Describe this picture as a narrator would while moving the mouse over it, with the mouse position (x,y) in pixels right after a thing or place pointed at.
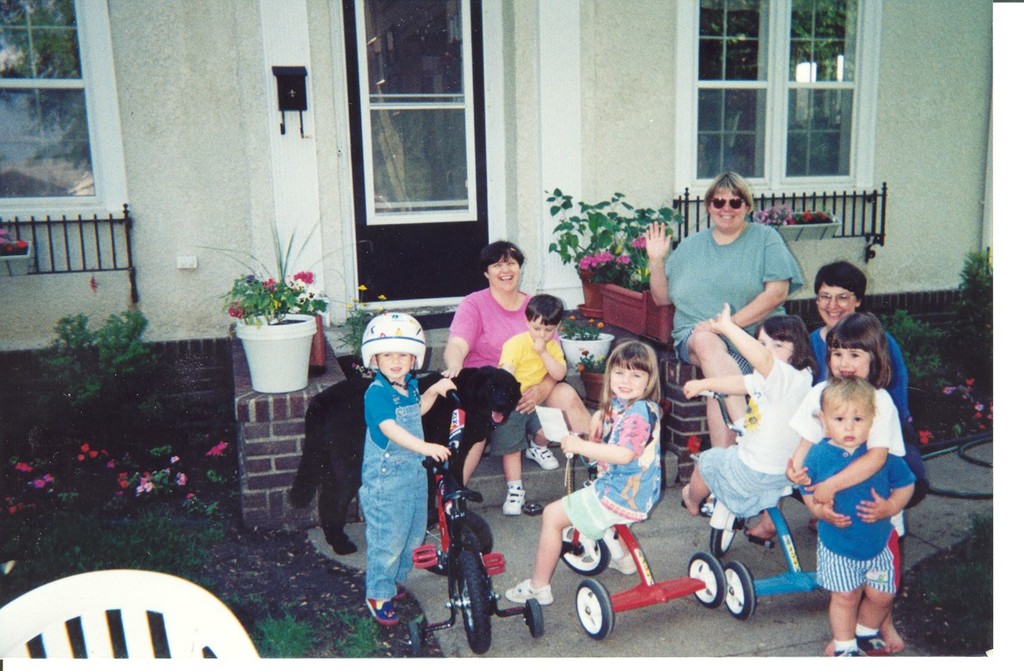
In this image we can see three women (566,416), some children (633,486) and a dog (466,386) on the surface (693,553). In that two children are sitting on the tricycles (785,575) and a child (401,353) wearing a helmet (403,340) is standing holding a bicycle (475,580). We can also see a chair (199,594), some plants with flowers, a plant (247,303) in a pot (282,339) and a building (341,329) with windows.
